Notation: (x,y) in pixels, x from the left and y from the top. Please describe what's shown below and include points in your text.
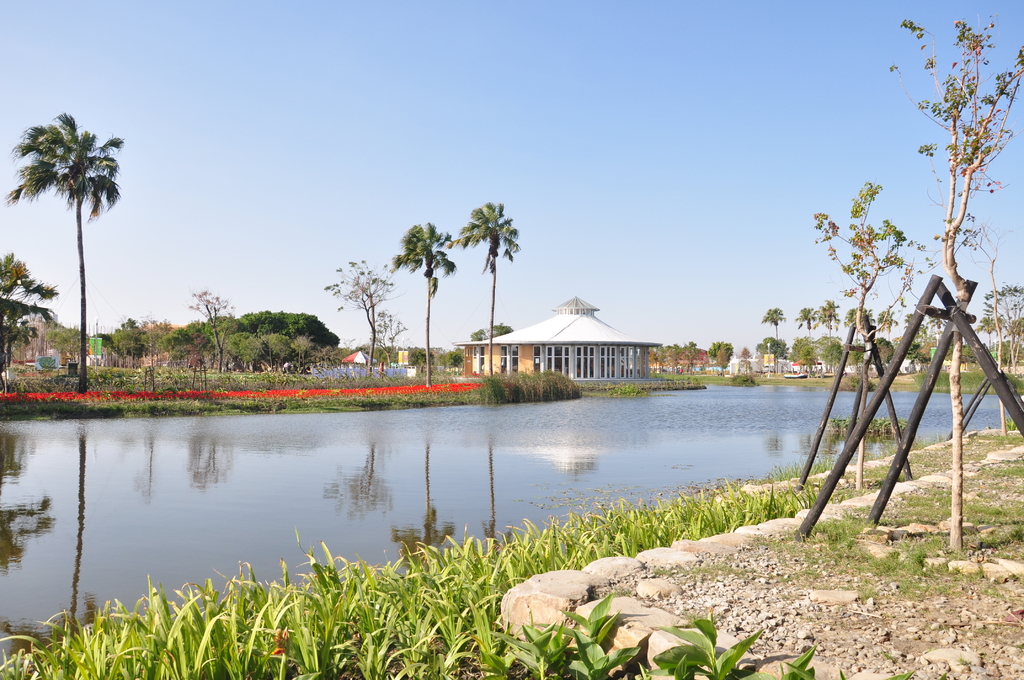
In the foreground of this image (412,625), there are plants (636,528), stones (847,615), trees (869,291) and few wooden poles (904,342). In the middle (501,448), there is water (218,519). In the background (322,353), there is a shelter (536,347), trees (309,328) few boards (400,356) and the sky (668,147).
